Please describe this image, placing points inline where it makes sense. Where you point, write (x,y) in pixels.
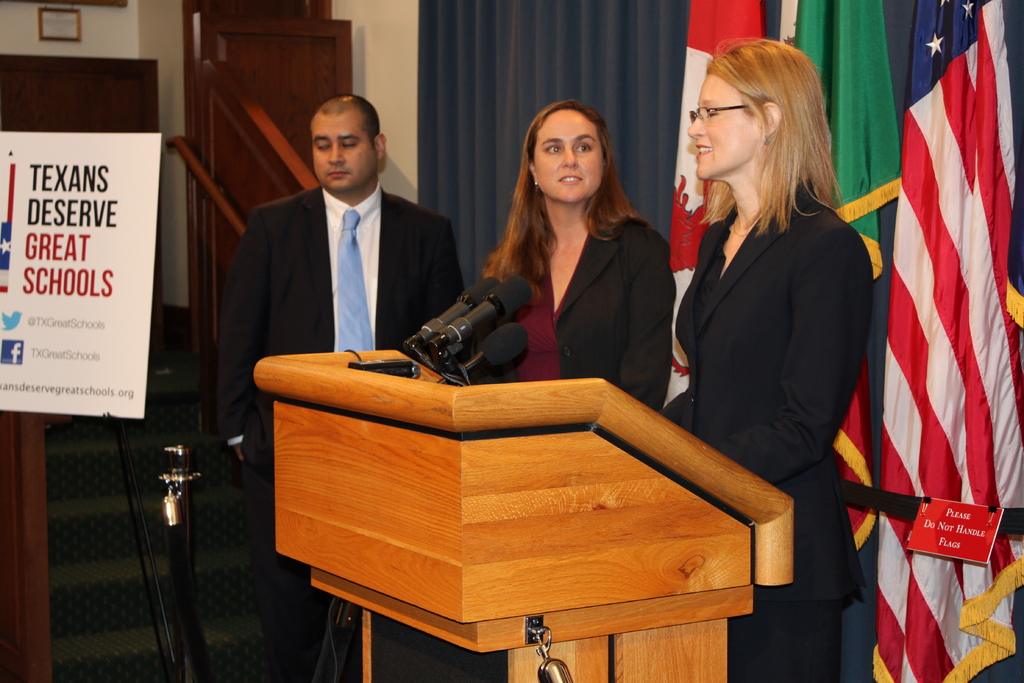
In this image there are two people (754,649) standing in front of the dais (554,541). On top of it there are mike's (493,342). Beside them there is another person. Behind them there are curtains (639,39). There are flags (958,462). On the left side of the image (66,143) there is a board (96,250). In the background of the image (270,89) there are wooden doors (293,47). There is a wall (106,36) with the photo frame (68,30) on it.
